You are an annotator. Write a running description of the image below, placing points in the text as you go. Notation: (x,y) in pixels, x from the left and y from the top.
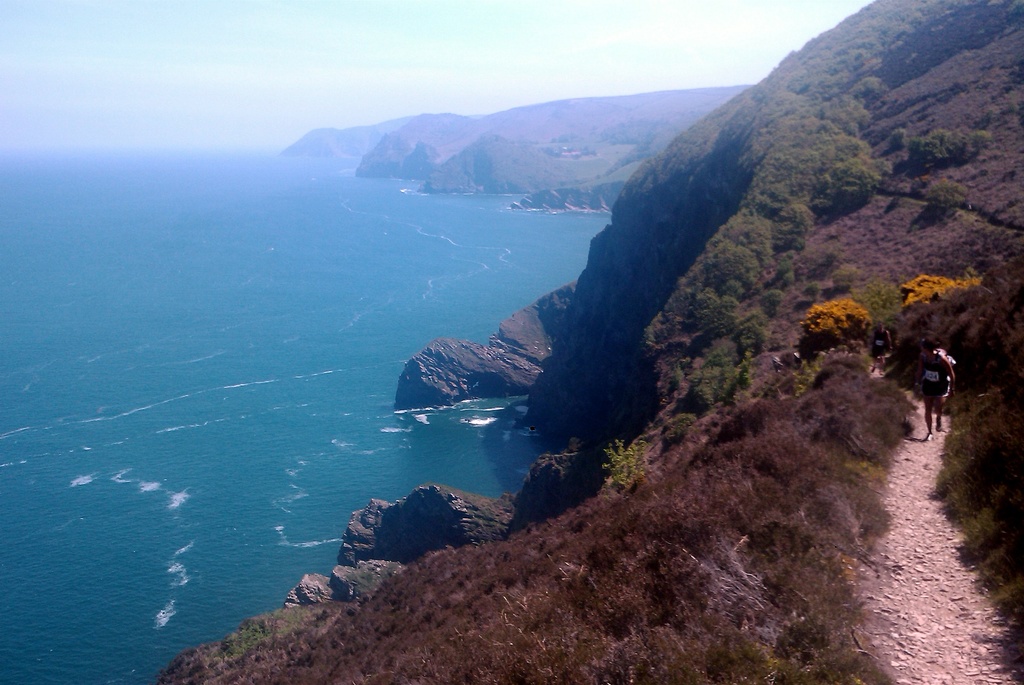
In this picture we can see two persons (929,403) who are walking on this path (925,556). On the mountain (936,132) we can see trees (827,171), plants (828,216) and grass (835,226). On the left (144,305) we can see ocean (149,258). At the top (351,10) we can see sky (523,30) and clouds (616,28).
